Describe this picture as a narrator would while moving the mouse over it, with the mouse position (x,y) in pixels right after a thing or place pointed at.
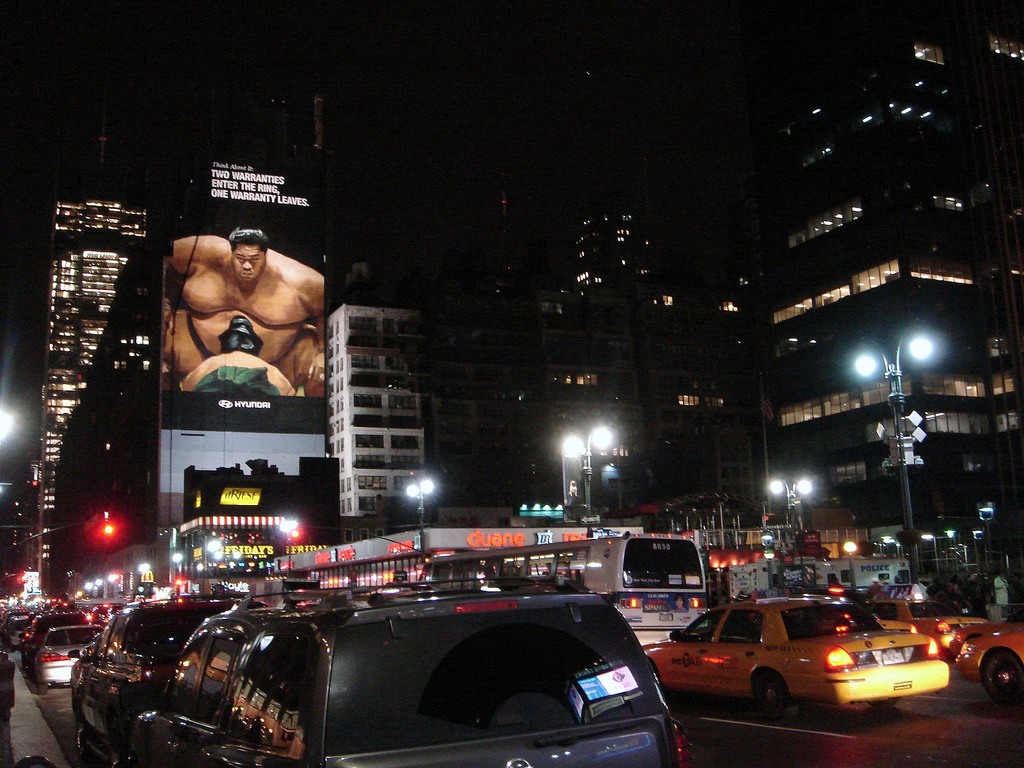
In this image we can see buildings (875,387) and lights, there are poles (910,507). At the bottom (829,631) we can see vehicles (506,715) on the road (696,753) and there is a board (218,426).
